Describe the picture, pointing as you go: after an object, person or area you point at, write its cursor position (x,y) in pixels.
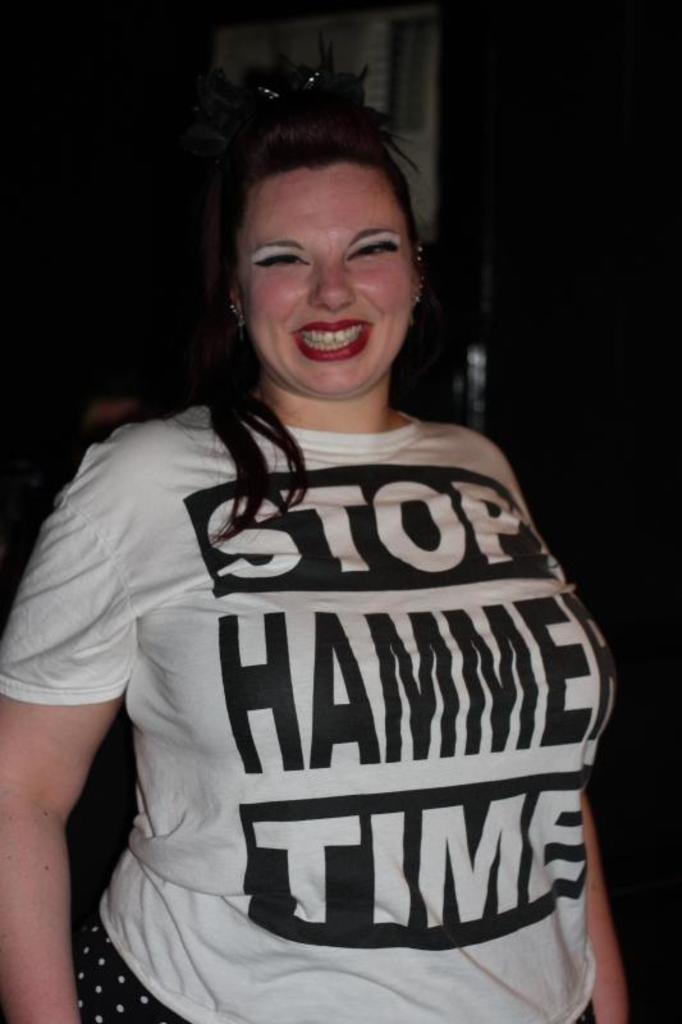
In the middle of the image (370,489) we can see a woman (384,369), she is smiling and we can see dark background (620,364).
